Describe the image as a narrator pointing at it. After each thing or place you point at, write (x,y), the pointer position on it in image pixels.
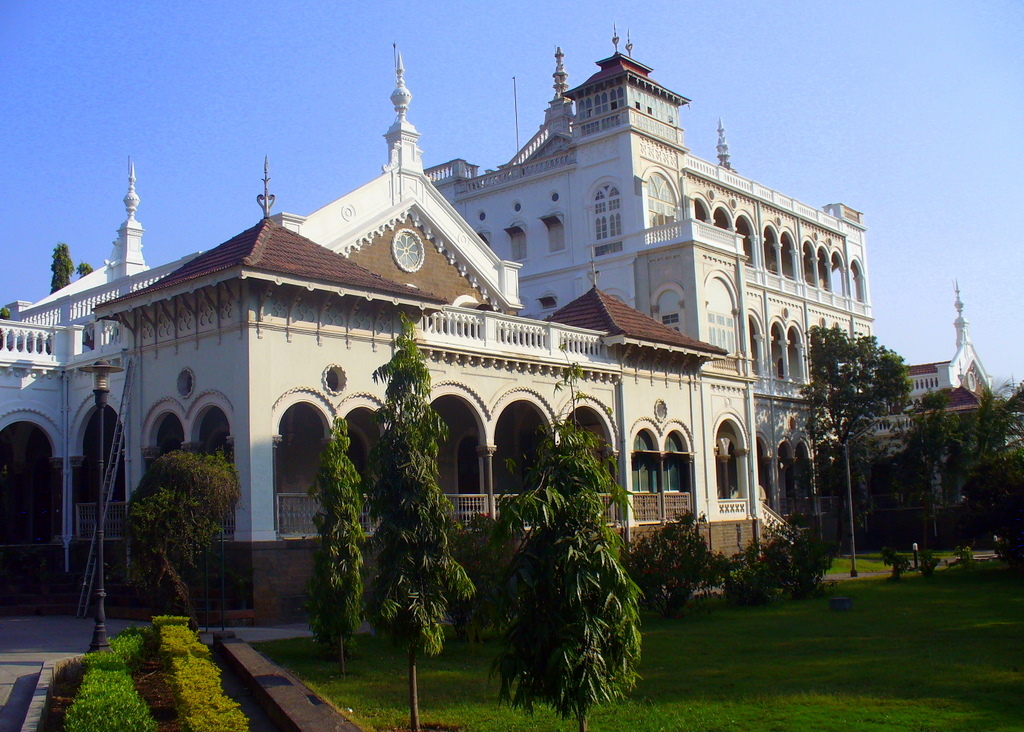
At the bottom of the image (506,647) there is grass (996,714) and trees (1002,524) and poles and there are some plants (82,674). In the middle of the image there are some buildings (631,195) and Behind the buildings (616,187) there are some trees (968,514) and sky (1009,48).
